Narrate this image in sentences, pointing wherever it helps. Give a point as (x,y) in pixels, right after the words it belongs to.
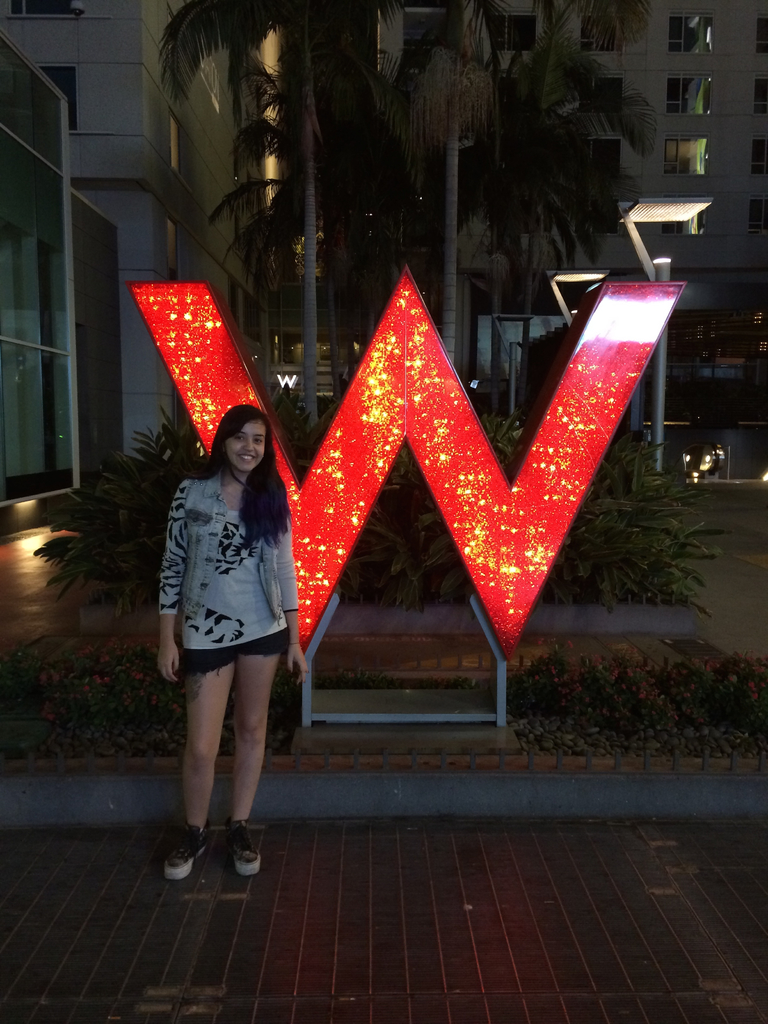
In this image we can see a woman (194,678) standing on the path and smiling. We can also see an alphabet monument (476,447). We can see the plants (588,691), trees (312,243), buildings (77,22) and also the lights (656,270).
